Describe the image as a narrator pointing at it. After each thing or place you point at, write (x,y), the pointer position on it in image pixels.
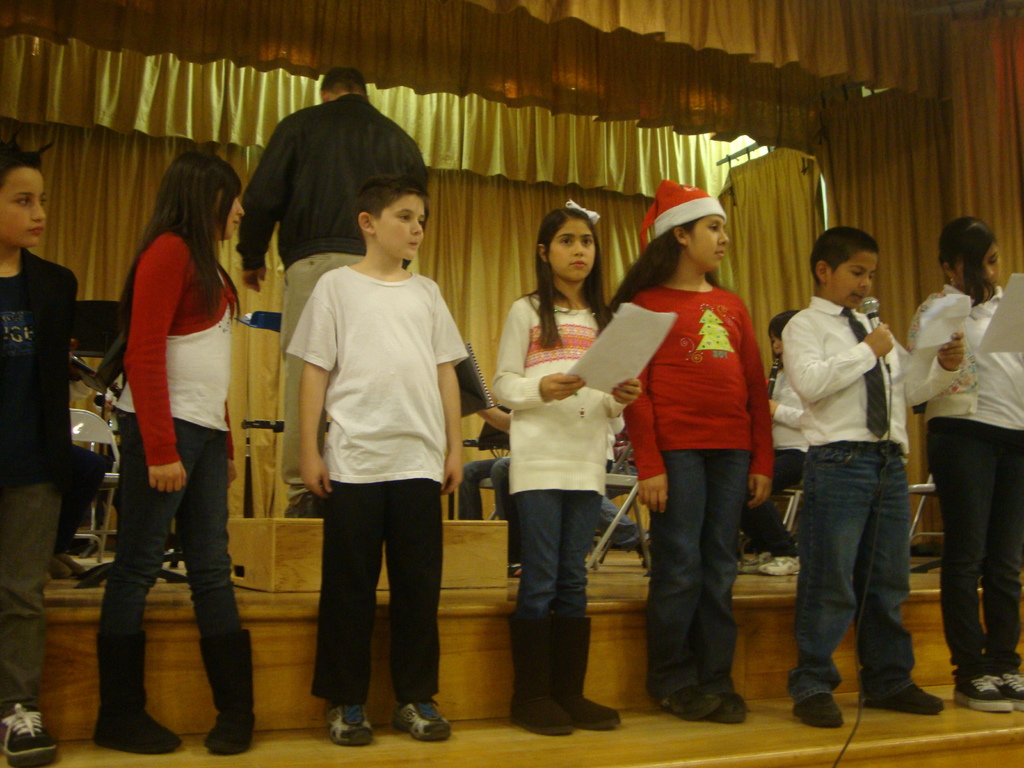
In the image there are a group of children (456,448) standing in front of the stage (621,677) and on the stage (636,684) there are few people (289,240) and they are holding some music instruments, in the background (661,107) there are curtains (776,156).
